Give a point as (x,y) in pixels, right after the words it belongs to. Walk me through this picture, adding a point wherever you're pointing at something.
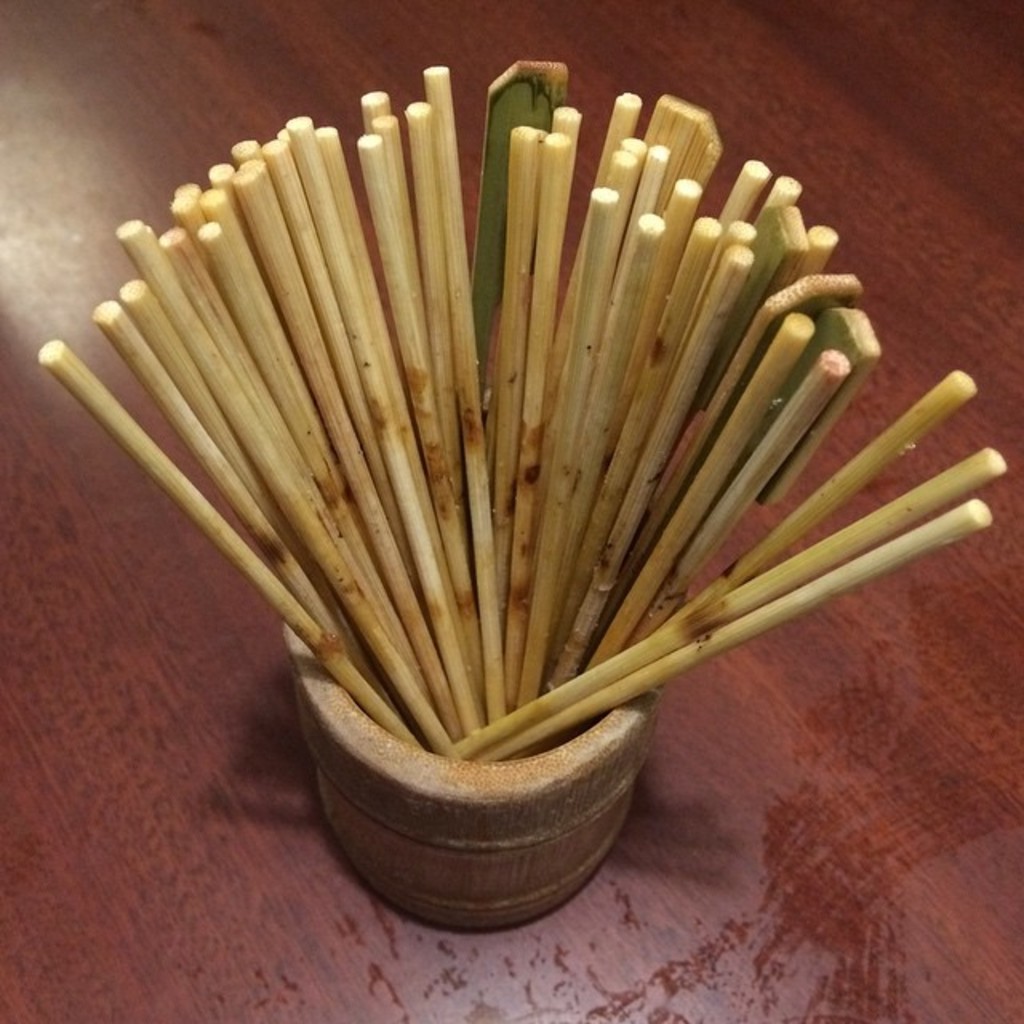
In this image I can see a group of wooden sticks (404,473) in a container (450,792) on the table (220,840).
